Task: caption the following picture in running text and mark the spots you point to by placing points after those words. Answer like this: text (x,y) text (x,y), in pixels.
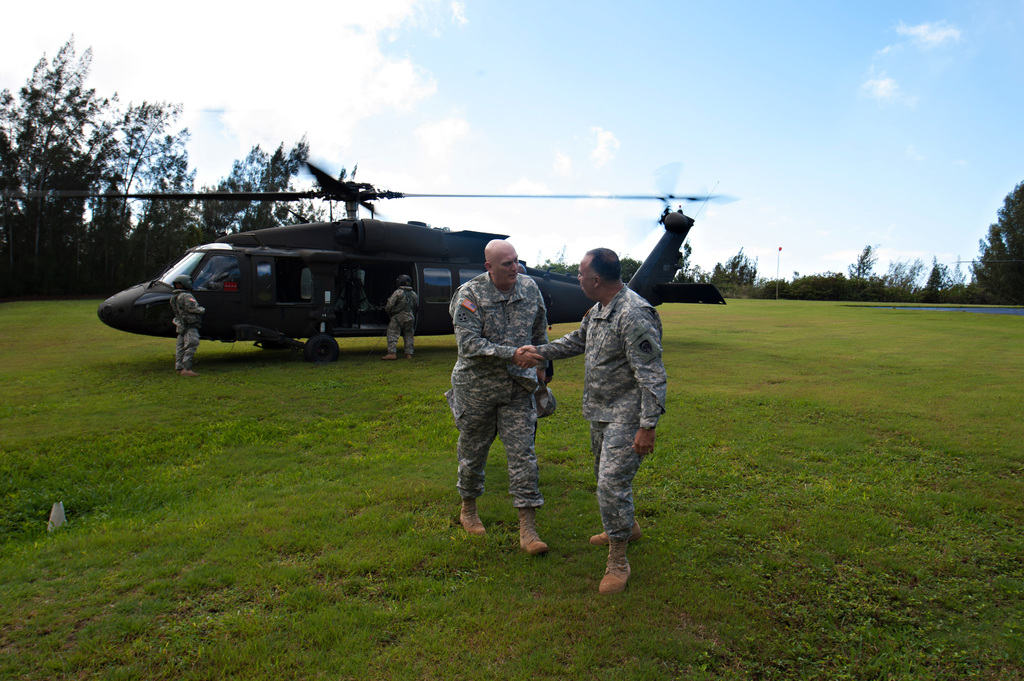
In this picture we can see people (467,515) and a helicopter (326,339) on the ground (350,376) and in the background (764,11) we can see trees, sky (696,58).
